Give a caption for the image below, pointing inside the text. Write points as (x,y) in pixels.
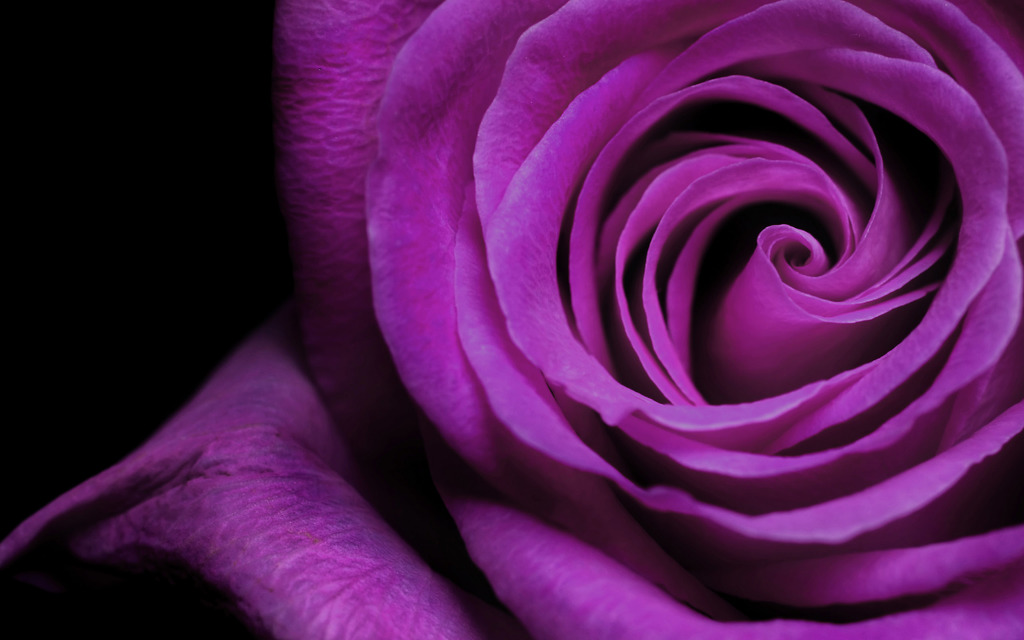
In this image we can see a rose (646,214) which is in purple color.
